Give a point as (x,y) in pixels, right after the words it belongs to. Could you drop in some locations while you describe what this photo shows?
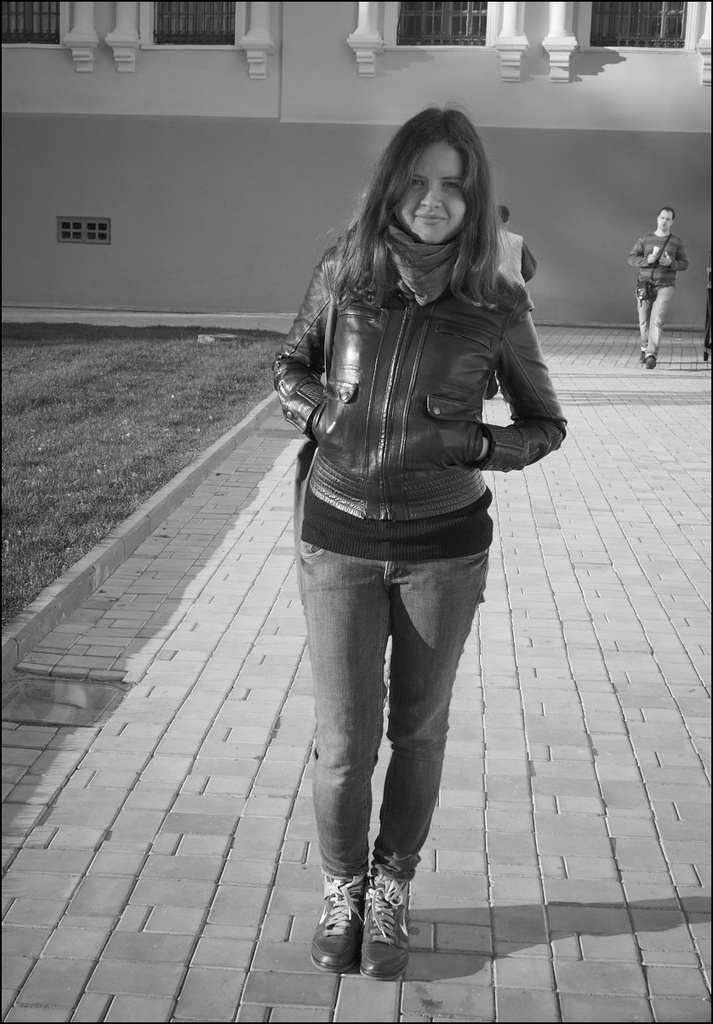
In the picture I can see a woman (423,363) wearing jacket (430,430) is standing and there are few persons (667,301) behind her and there is a greenery ground (155,385) in the left corner (117,435) and there is a building (321,105) in the background (328,65).
